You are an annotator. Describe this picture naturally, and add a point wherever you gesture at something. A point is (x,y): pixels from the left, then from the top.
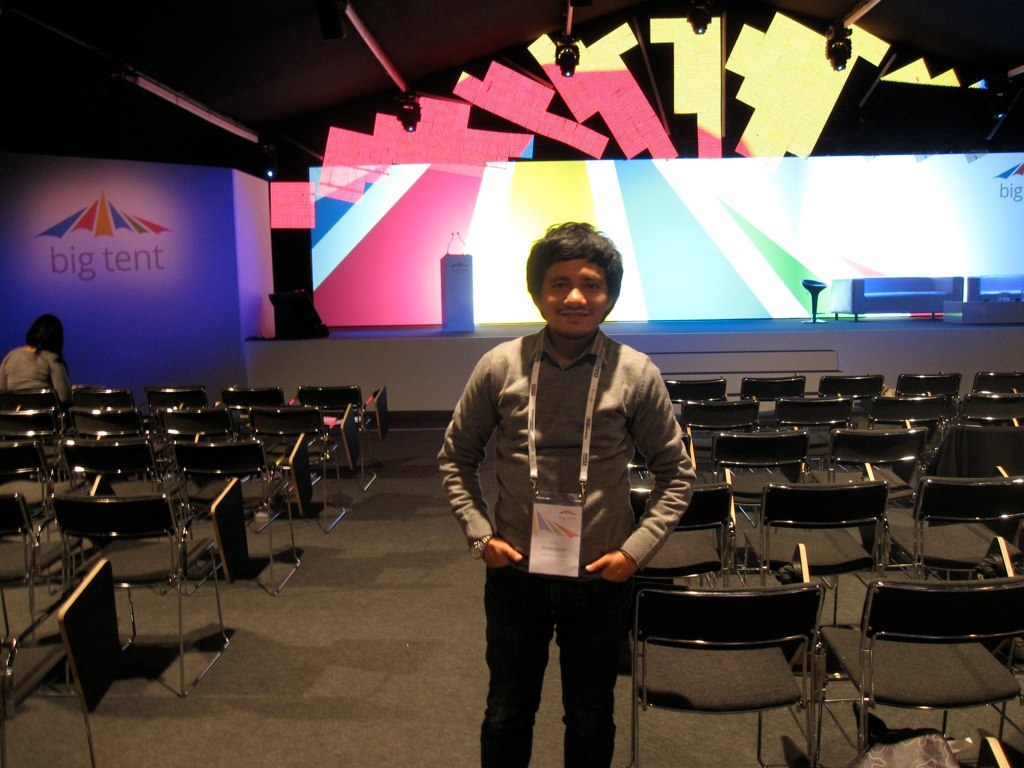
In the middle of the image (581,304) a man (455,438) is standing and smiling. Behind him there are some chairs (978,524). Top of the image (818,50) there is screen (1006,242). Bottom left side of the image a person (10,357) is sitting on a chair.
